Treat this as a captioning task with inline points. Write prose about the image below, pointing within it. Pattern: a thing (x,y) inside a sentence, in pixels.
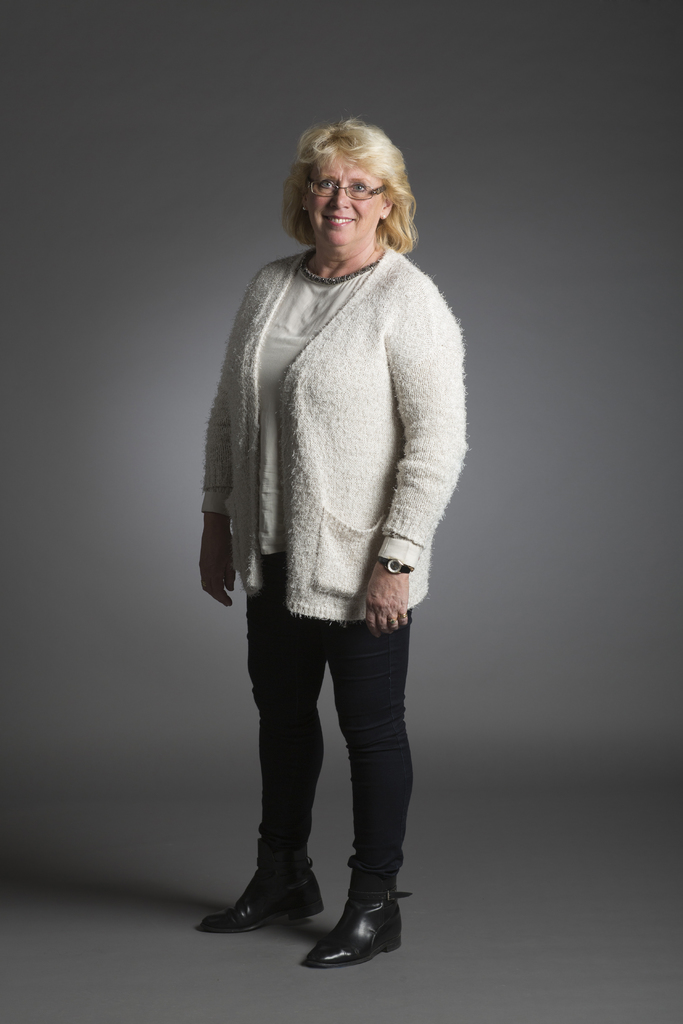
In this image there is a person (375,304) standing and she is having a smile on her face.
